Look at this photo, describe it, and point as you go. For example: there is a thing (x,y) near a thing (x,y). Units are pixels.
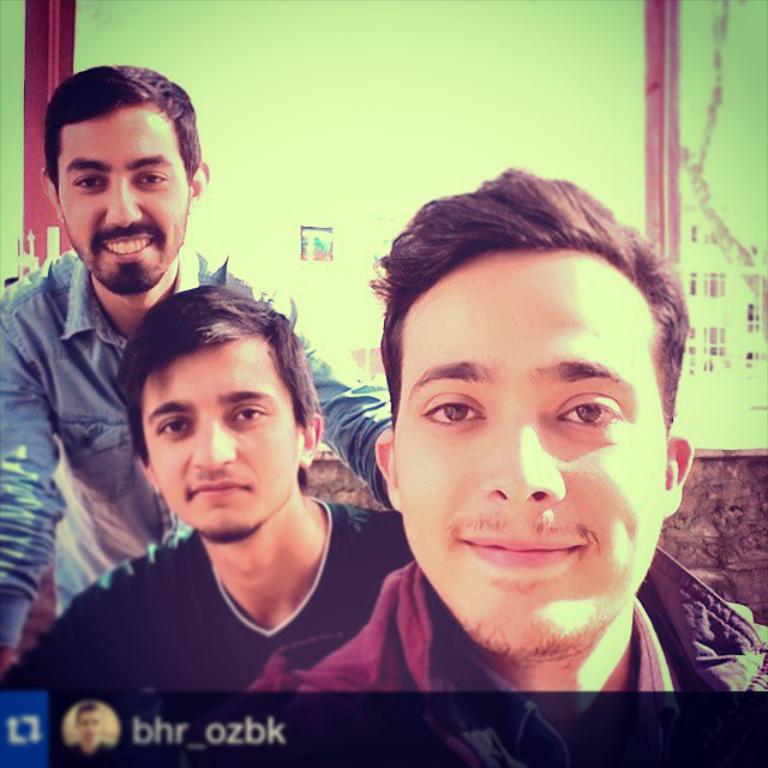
In the picture we can see a three boys (534,595), two are sitting and one is standing behind them and smiling and in the background (341,292), we can see the wall (341,280) and some picture (301,244) on it, just beside it we can see a window (683,183) and we can see some building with a window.
